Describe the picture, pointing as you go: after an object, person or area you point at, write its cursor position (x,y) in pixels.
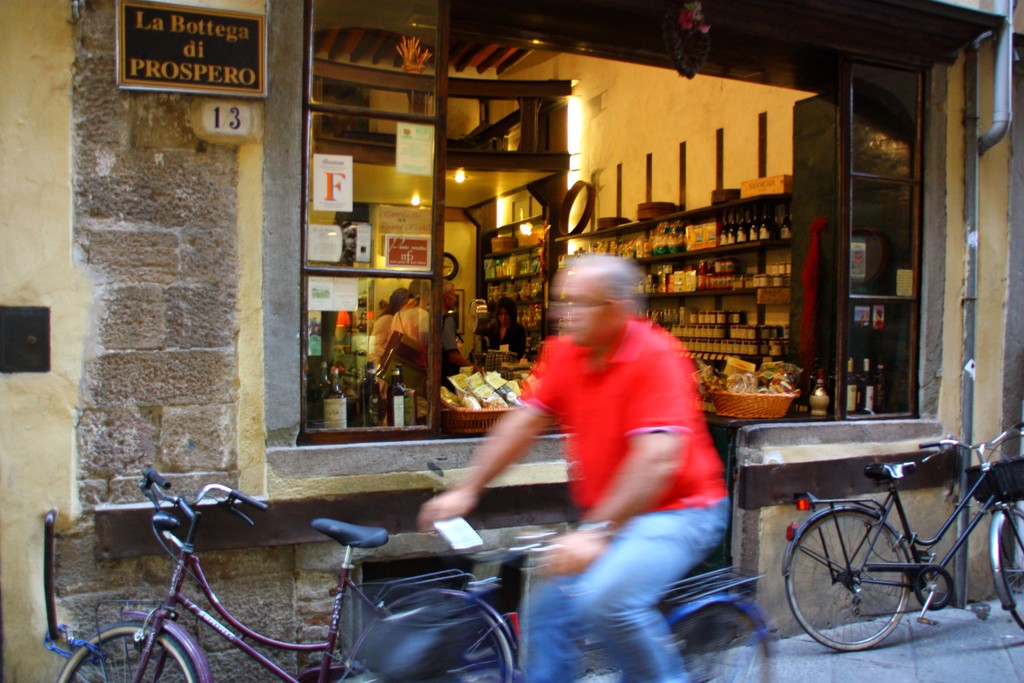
This is a picture of a store (408,550). In the center of the picture of foreground (623,603) there is a person (648,340) riding bicycle (414,634). On the right (843,571) there is bicycle (853,558), on the left (334,621) there is another bicycle (101,637). In the background (587,171) there is a store (681,261) with many jars (737,311). In the center of the store (384,357) there are few people (447,304) standing. On the top right (967,214) there is a pipe (968,278) and on the left (65,228) there is a wall (120,300) and in the top left (174,58) there is a nameplate (144,84).
